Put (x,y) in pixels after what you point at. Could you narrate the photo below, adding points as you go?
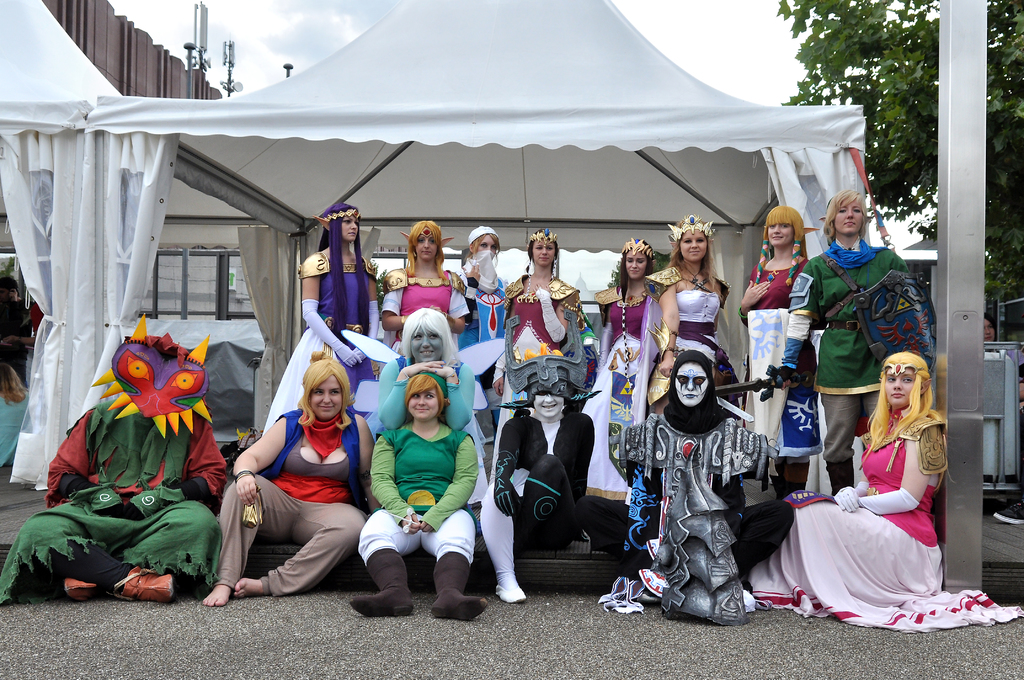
At the bottom of the image (44,512) few people (316,574) are sitting and standing. Behind them there is a tent (8,99). Behind the tent (61,100) there are some trees (874,8) and poles (972,399). At the top of the image (178,12) there are some clouds (313,37) and sky (756,30).
